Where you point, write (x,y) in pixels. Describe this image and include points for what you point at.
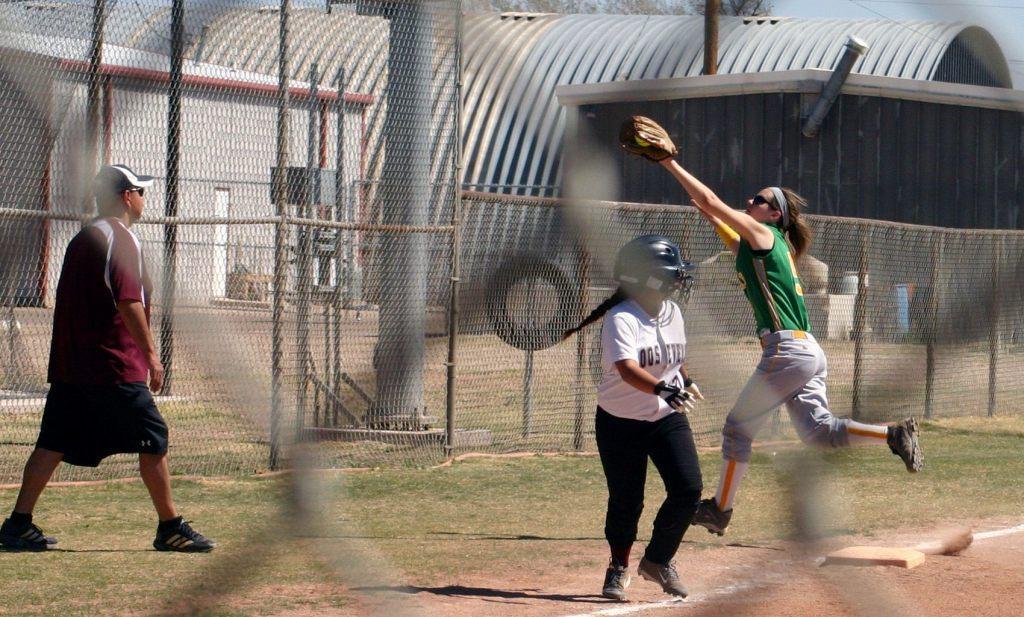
In this picture I can see a man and 2 girls (684,278) in front (674,441) and they're wearing jerseys (69,248) and I can also see the grass (447,471). In the background (317,361) I can see the fencing (16,187), few poles (180,20) and few buildings (163,121).
